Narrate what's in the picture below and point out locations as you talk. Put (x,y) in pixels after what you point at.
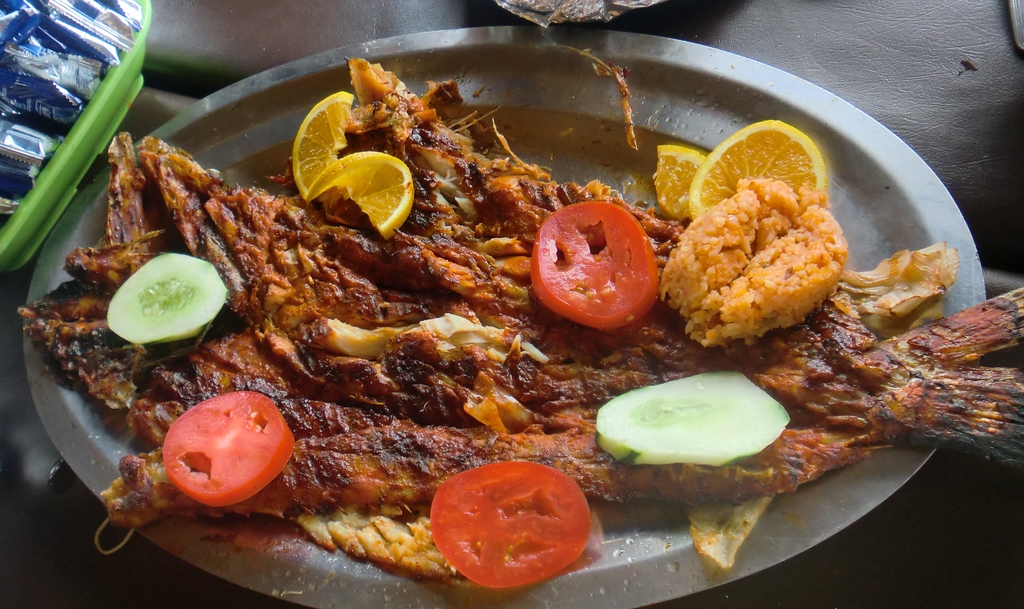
In the picture we can see a plate (96,413) on it, we can see some fried fishes (379,289) and on it we can see some tomato slices (588,249), and some lemon slices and beside the plate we can see a tray (119,101) with some packets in it.
